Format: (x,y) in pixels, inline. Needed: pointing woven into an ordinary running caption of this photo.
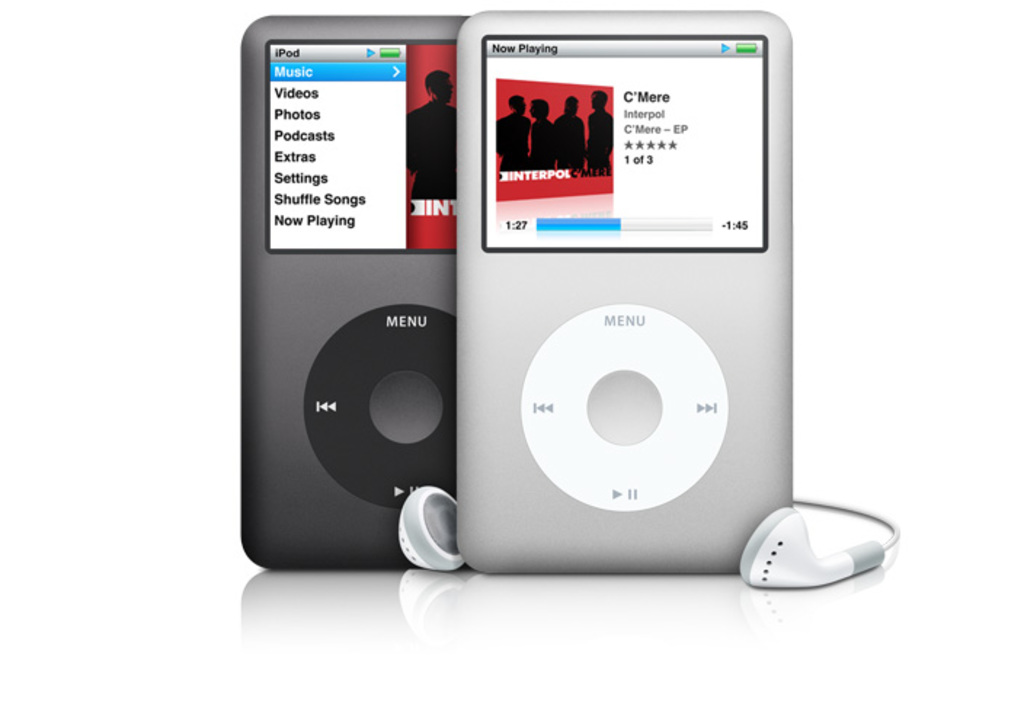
In the image we can see a musical device (515,490) and headphones (434,490).
